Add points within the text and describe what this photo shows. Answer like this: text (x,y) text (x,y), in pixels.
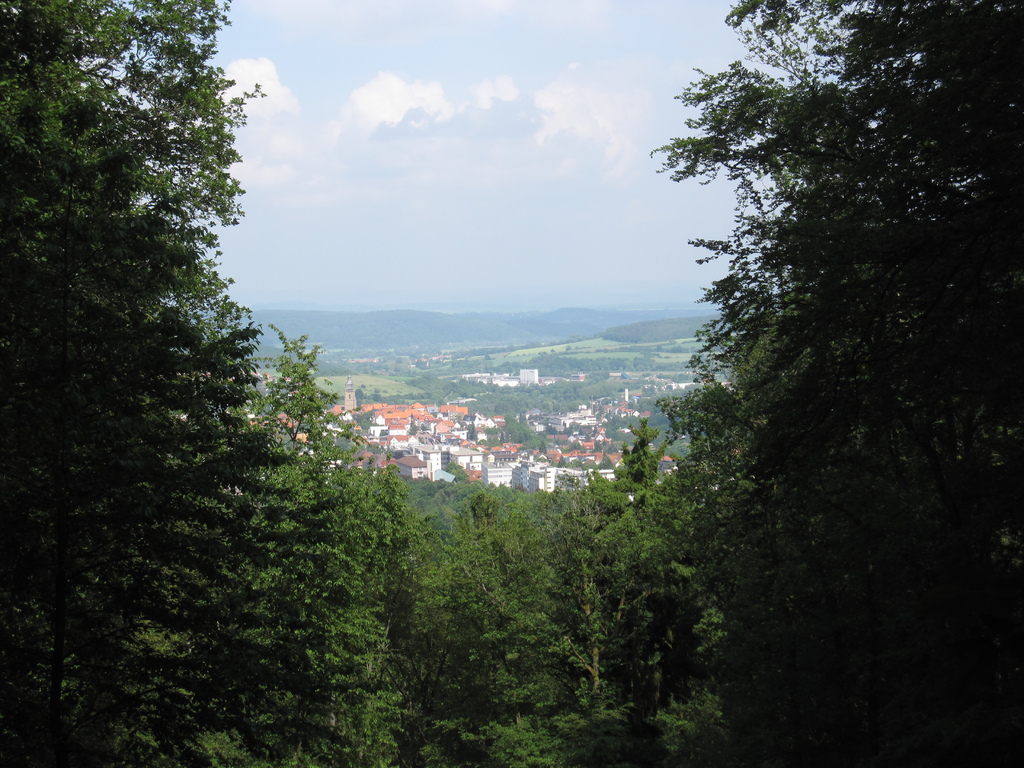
In this image, there is an outside view. There are some trees (293,547) on the left (164,385) and on the right side of the image (865,329). There are some buildings (492,427) in the middle of the image (498,437). There is a sky (473,210) at the top of the image (510,67).
